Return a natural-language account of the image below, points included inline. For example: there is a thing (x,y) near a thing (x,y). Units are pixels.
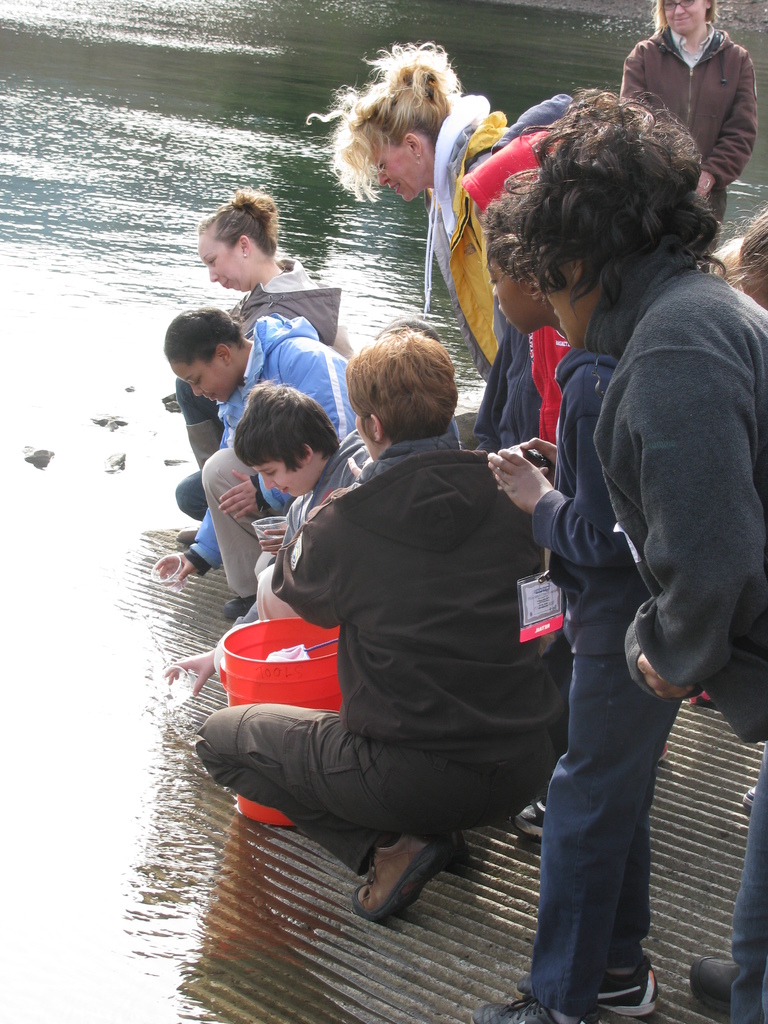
In this image we can see a lake (141,70). There are many people (555,577) in the image. We can see few people (352,605) are holding some objects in their hands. A person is wearing an identity card (522,622) in the image.
